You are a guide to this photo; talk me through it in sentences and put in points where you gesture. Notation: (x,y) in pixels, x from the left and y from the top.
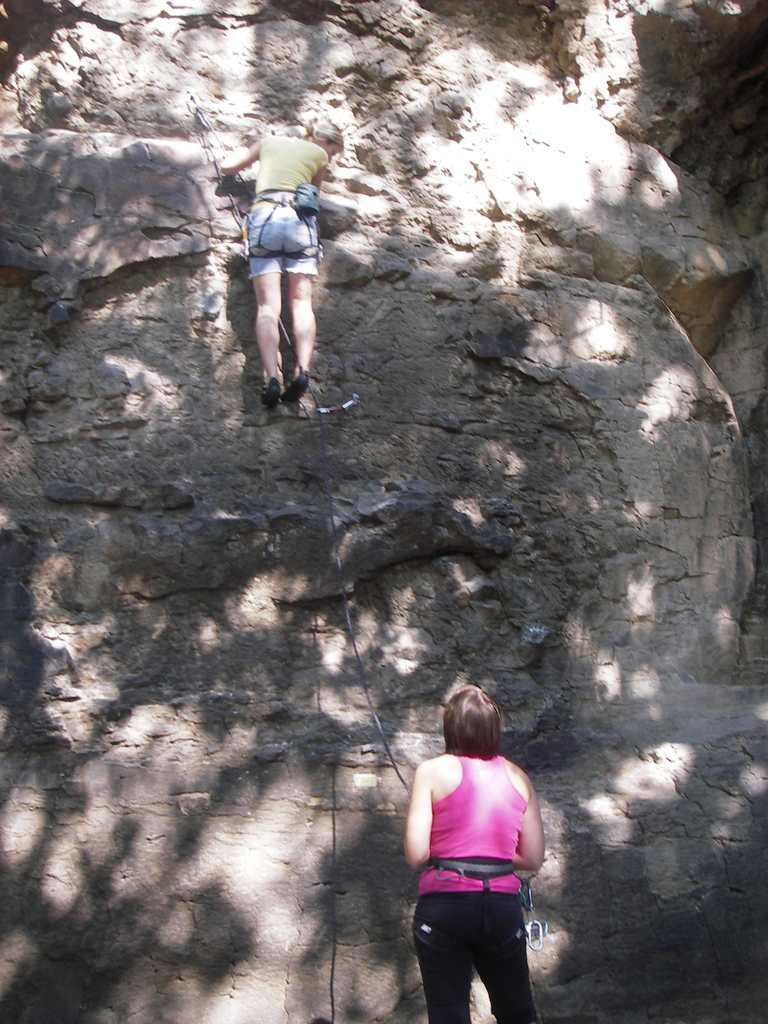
In this image we can see a person (306,351) climbing a mountain (328,441). At the bottom (512,883) we can see another person (470,749).
